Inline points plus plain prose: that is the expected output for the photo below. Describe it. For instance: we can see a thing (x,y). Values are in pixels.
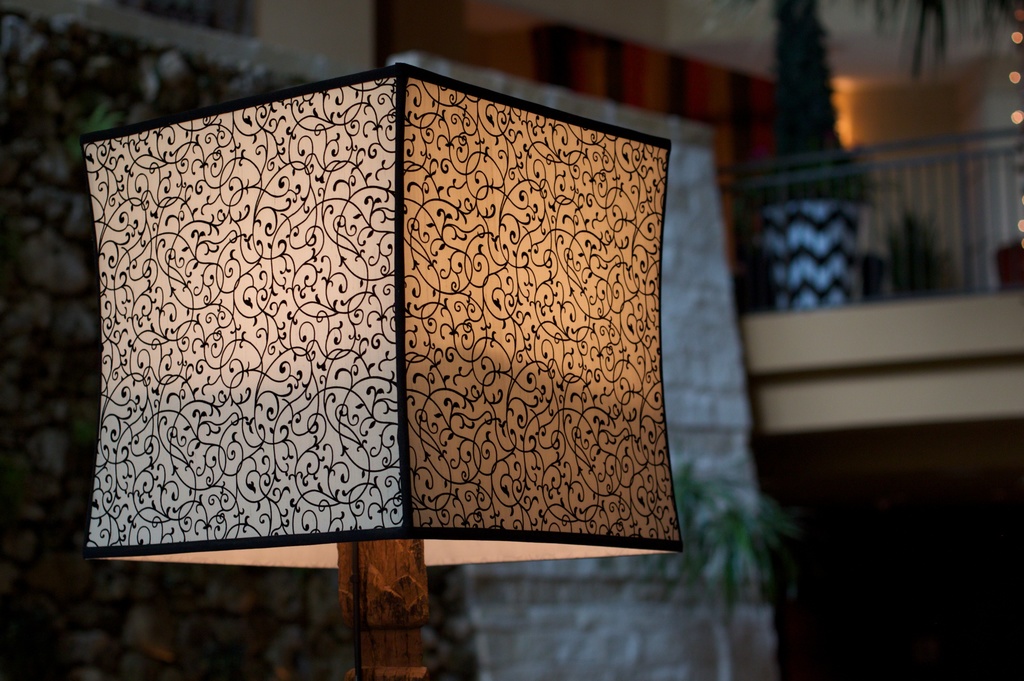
In this image we can see a lamp (440,543) and the background (727,543) is blurry with plant (747,544) and fence (866,211).
